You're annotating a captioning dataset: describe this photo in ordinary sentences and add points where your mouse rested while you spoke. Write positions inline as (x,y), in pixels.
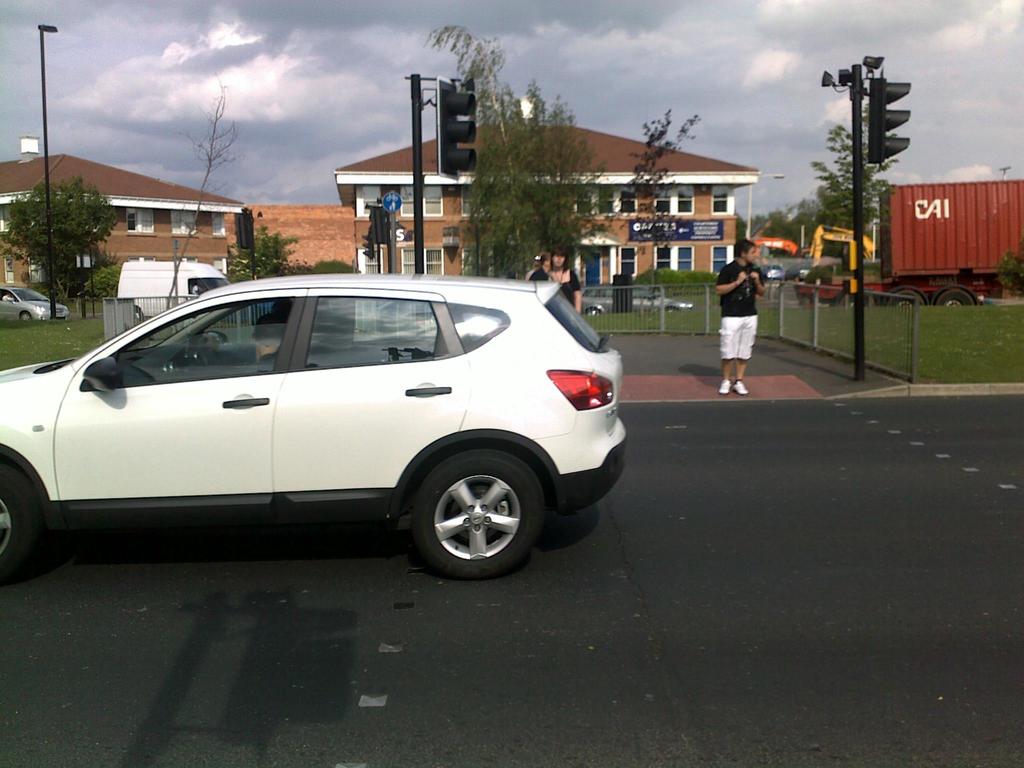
This image is taken outdoors. At the bottom of the image (333,661) there is a road (683,577). At the top of the image (624,107) there is a sky (234,108) with clouds (222,64). On the left side of the image (112,415) a car (426,328) is on the road (179,576). In the middle of the image (642,269) there are two houses (145,230) with walls (165,247), windows (632,260), doors (585,260) and roofs (20,177). There are a few poles (45,66) with street lights (53,297) and signal lights (878,117). A few vehicles (33,298) are parked on the ground (643,315) and there is a railing (702,308). On the right side of the image (837,196) there are a few trees (837,196) and there are a few vehicles (1023,221) on the ground (934,378).
